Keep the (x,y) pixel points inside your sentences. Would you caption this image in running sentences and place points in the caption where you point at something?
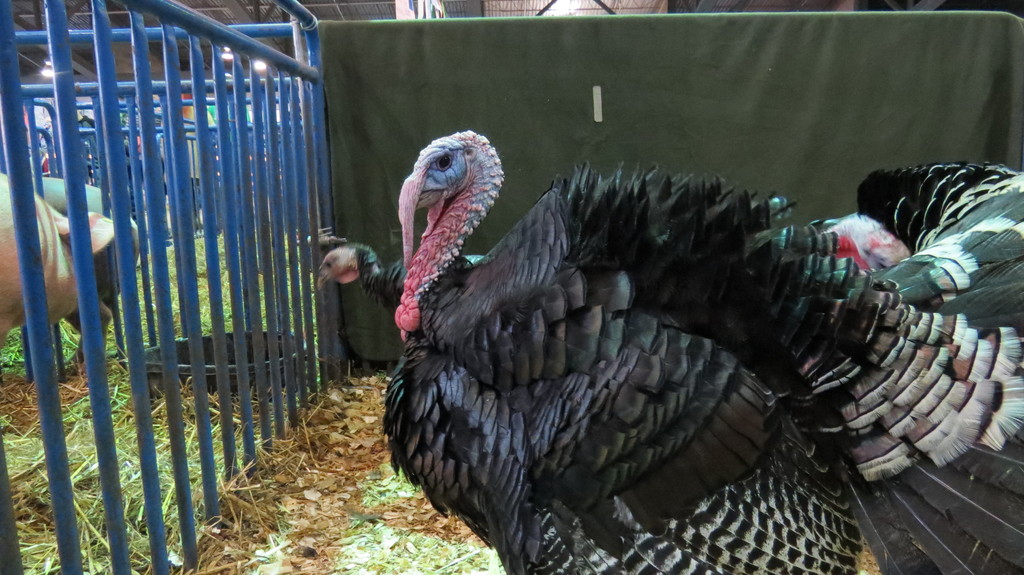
This image is taken indoors. At the bottom of the image (325,544) there is a ground (260,543) with grass (245,554) on it. At the top of the image (942,7) there is a roof (264,12). In the middle of the image (429,285) there are three turkeys (406,295) on the ground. On the left side of the image (247,242) there are a few railings (190,263) and there are two animals (55,238).
